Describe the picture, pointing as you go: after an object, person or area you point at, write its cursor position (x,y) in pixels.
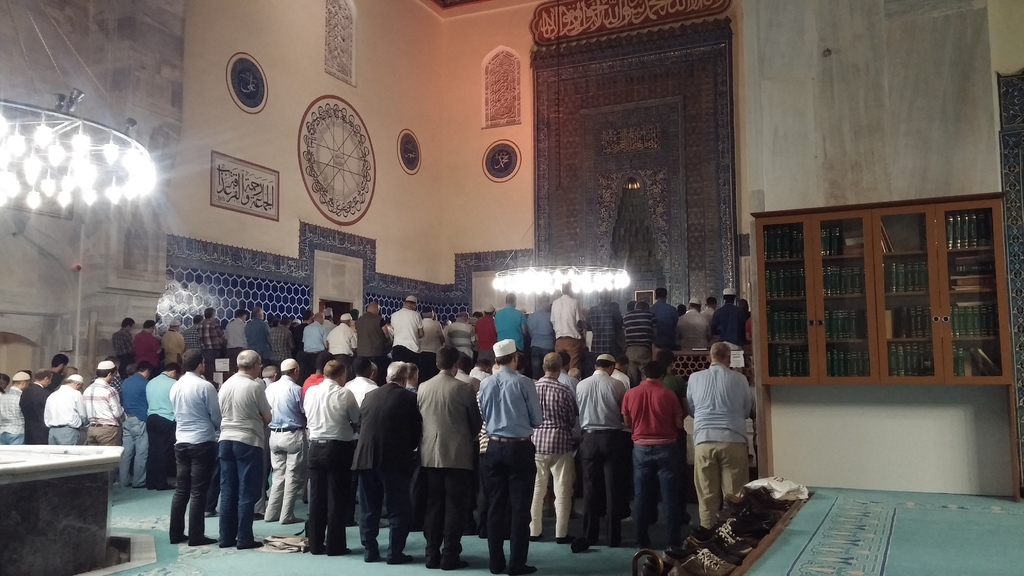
This picture shows many people (252,451) standing and we see a cupboard (879,362) with books (835,334) in it and we see paintings (340,133) on the wall (385,94) and we see footwear (696,534) on the side.
